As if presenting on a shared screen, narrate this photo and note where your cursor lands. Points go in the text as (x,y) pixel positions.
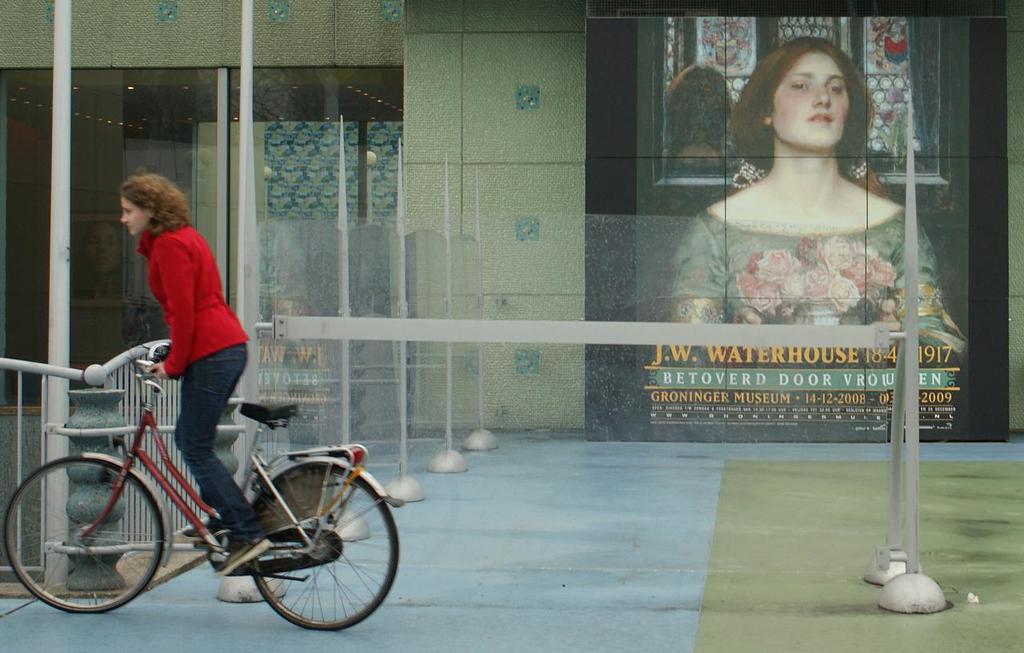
Here we can see a woman (180,216) riding a bicycle (58,463) and beside her we can see a building (204,193) there is a poster (624,58) of a woman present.
